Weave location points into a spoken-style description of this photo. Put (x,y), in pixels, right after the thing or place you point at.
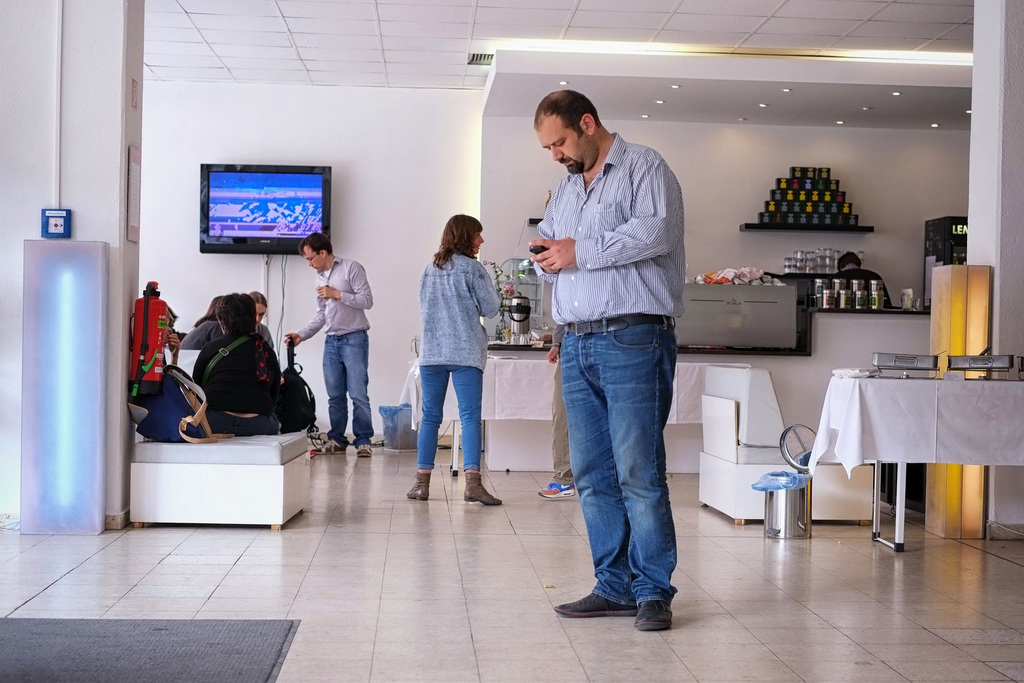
This picture consists of inside view of a room (304,610) and in the room (304,610) I can see there are few persons (615,376) standing on the floor (539,572), on the right side (840,412) I can see a table (880,392) and I can see a white color cloth (926,393) and I can see a cup glass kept on the rack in the middle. In the left side (244,452) I can see sofa set (227,445) and bag (206,394) and cylinder (141,332) and I can see screen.
